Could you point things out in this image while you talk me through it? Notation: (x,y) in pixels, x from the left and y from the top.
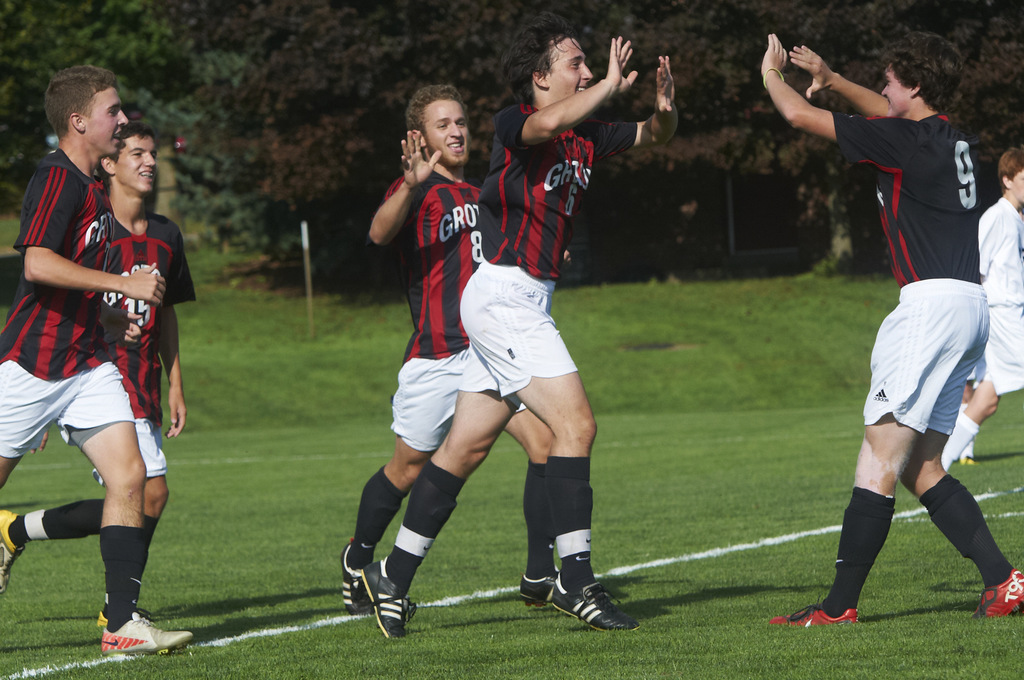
In this image in the center (470,314) there are some boys (435,321) who are walking, at the bottom (723,529) there is grass (634,444) and in the background (151,102) there are some trees (286,215) and some poles (303,250).
